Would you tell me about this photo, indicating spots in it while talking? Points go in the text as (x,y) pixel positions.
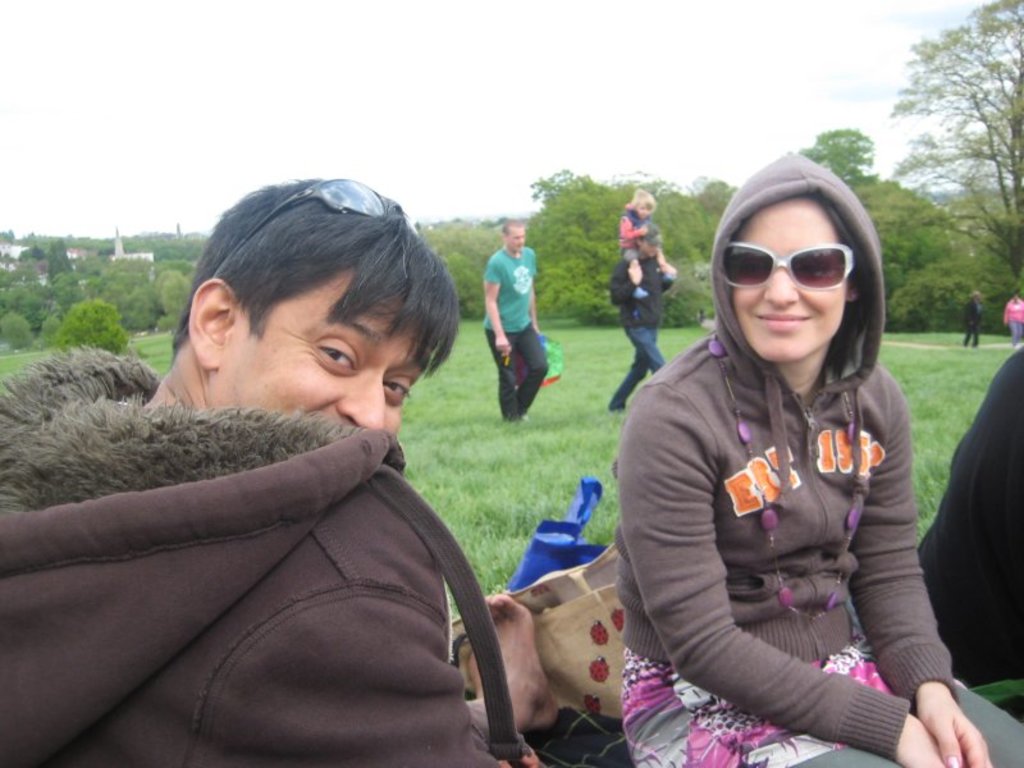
In this image we can see people (867,517), bags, grass (426,423), trees (165,276), and buildings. In the background (338,137) there is sky (719,155).
